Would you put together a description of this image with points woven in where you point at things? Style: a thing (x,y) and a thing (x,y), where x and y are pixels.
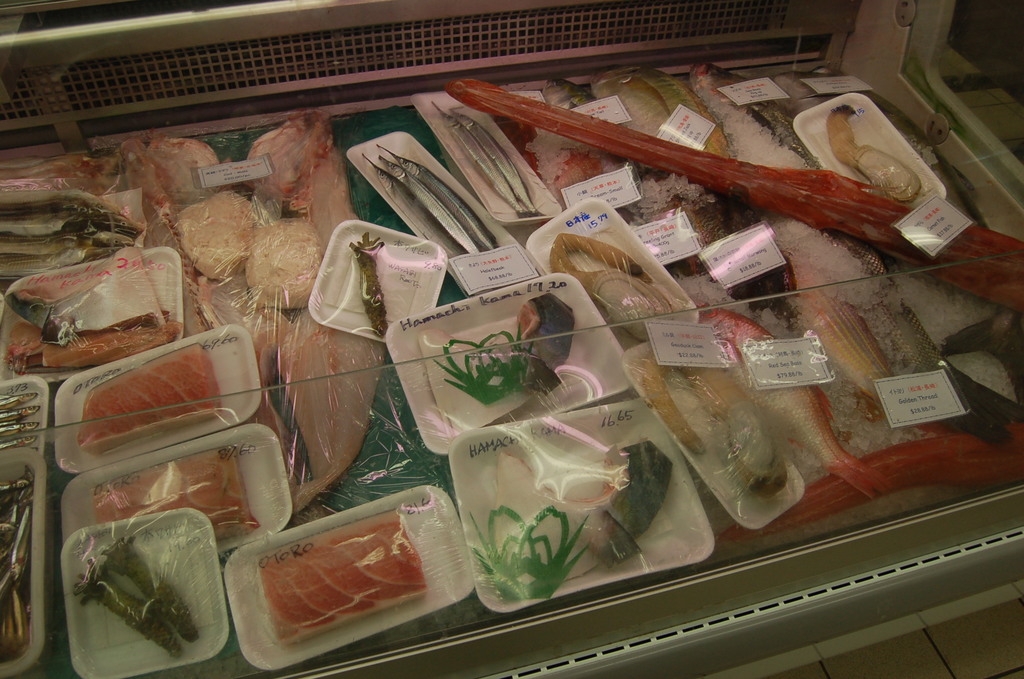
In this image I can see sea food (213,505) packed. And I can see the stickers (802,384) attached to the food (544,331). These are in the tray (468,567). And these are colorful.
